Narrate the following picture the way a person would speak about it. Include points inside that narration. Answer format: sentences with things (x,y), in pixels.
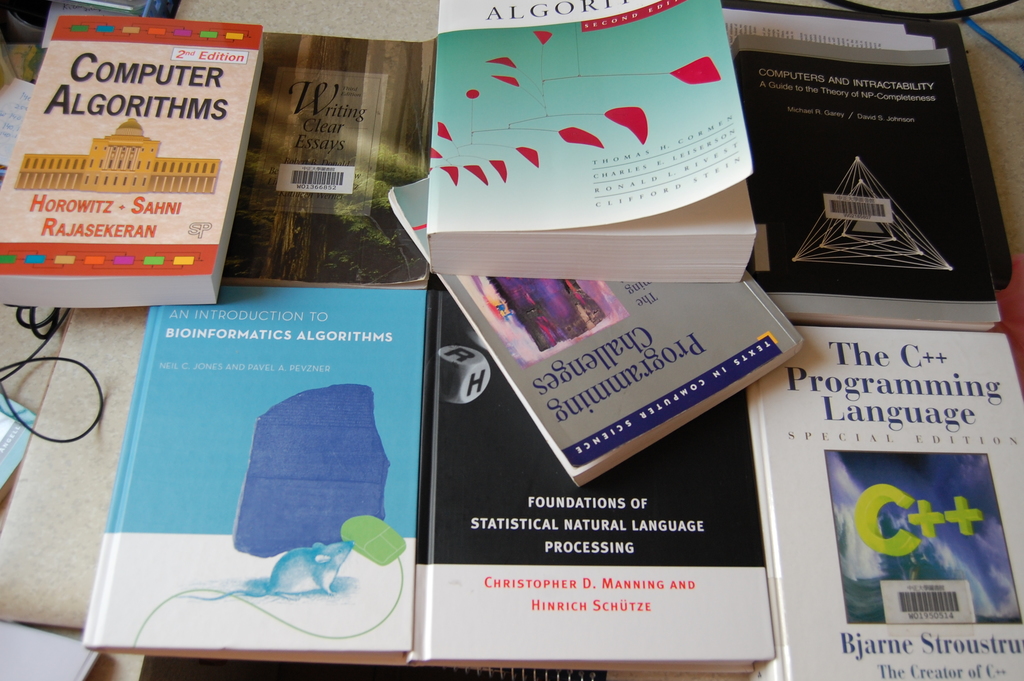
In this image we can see many books (512,119) are kept on the surface (390,33). Here we can see wires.
